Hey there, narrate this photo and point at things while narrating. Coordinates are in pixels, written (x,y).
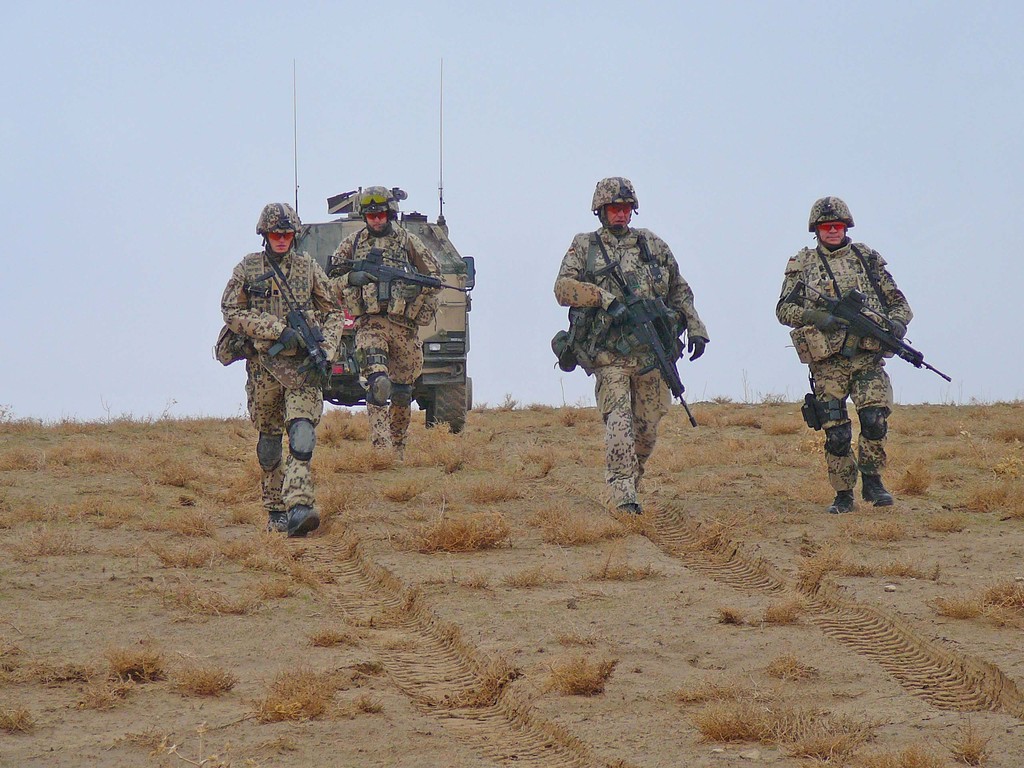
In this image we can see few persons (328,321) are walking on the ground (442,717) and holding guns (298,324) in their hands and carrying bags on the shoulders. We can see grass (366,449) on the ground (405,450). In the background (177,344) we can see a vehicle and sky (198,371).
